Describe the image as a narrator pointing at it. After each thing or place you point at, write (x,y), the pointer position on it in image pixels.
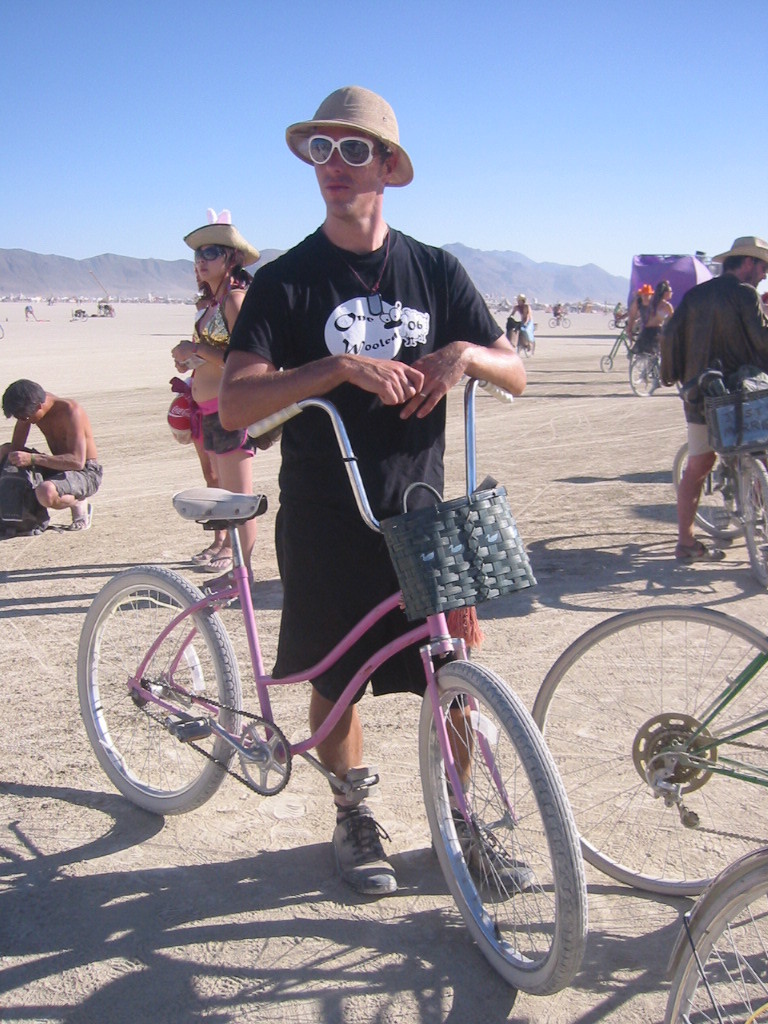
This is a picture taken in the outdoors. It is sunny. The man (352,308) in black t shirt (369,402) was holding a bicycle (187,725). Behind the man (342,364) there are group of people (666,322) are standing and holding their bicycles (637,360). Background of these people (200,424) is a mountains (533,280) and a sky (607,139).
